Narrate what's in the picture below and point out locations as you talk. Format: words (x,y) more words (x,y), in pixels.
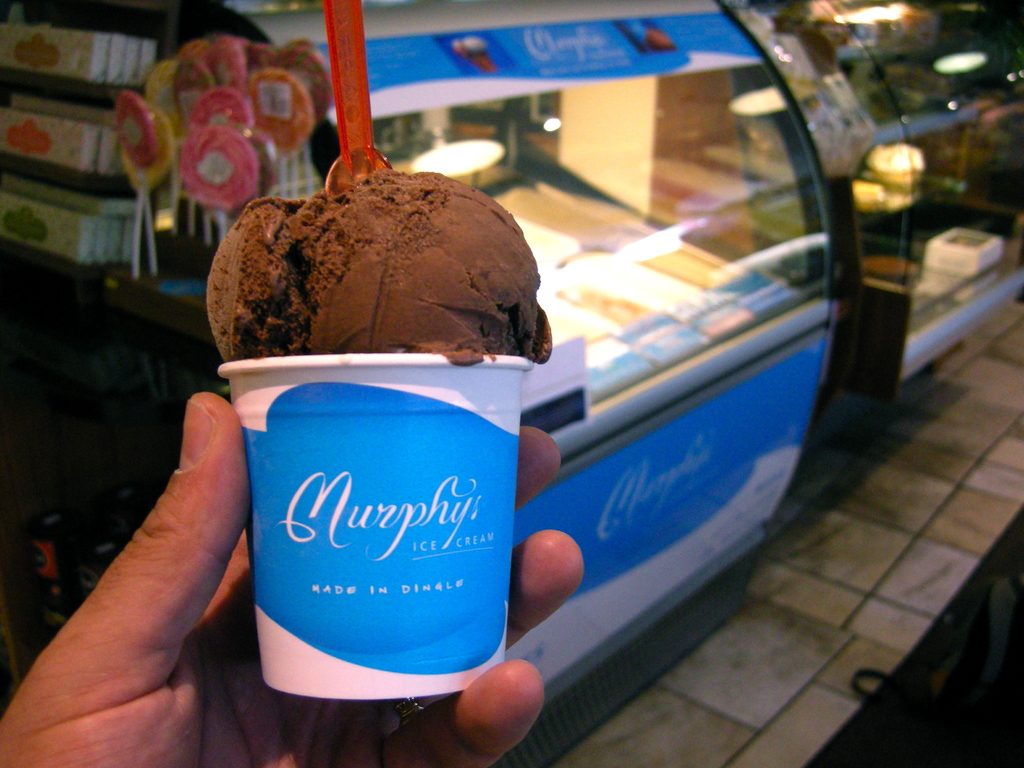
In this image we can see some person (119,586) holding an ice cream (298,222). In the background (625,197) we can see some food item (628,305) placed in a glass shelf (740,346). We can also see some lollipops (246,85) on the left (178,103). Floor (813,571) is also visible.
